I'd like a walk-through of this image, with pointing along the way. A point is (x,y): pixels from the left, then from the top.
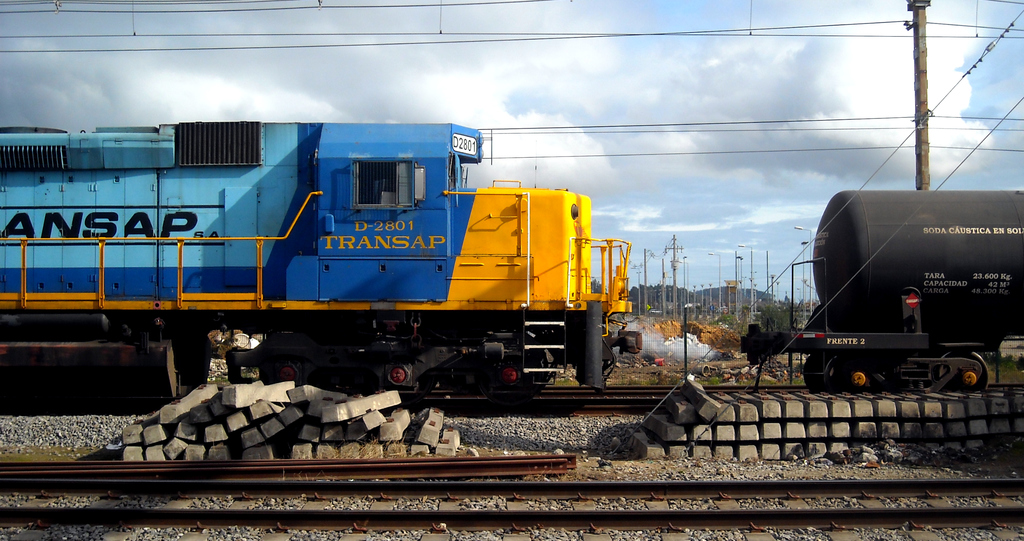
In the center of the image (463,284) we can see a locomotive (156,392) placed on the track (66,412). On the right side of the image (827,334) we can see a tanker wagon (923,270) on track (844,391). At the bottom of the image (765,394) we can see metal poles (350,463) and some concrete blocks (656,429) placed on the ground (612,429). In the background (819,25), we can see the poles (924,69) with cable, group of trees (765,307) and the sky (600,121).
